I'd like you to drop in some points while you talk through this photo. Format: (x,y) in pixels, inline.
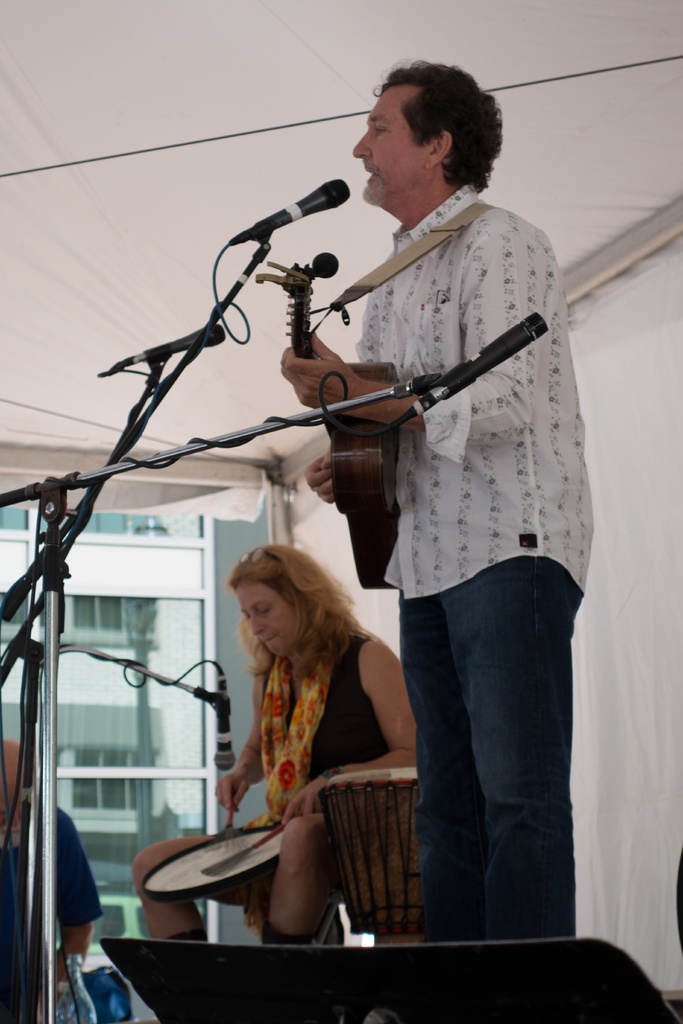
In this image there is a person (451,464) wearing white color shirt (450,405) playing guitar (374,372) in front of him there is a microphone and at the background of the image (281,684) there is a woman (275,693) beating drums (246,841).
